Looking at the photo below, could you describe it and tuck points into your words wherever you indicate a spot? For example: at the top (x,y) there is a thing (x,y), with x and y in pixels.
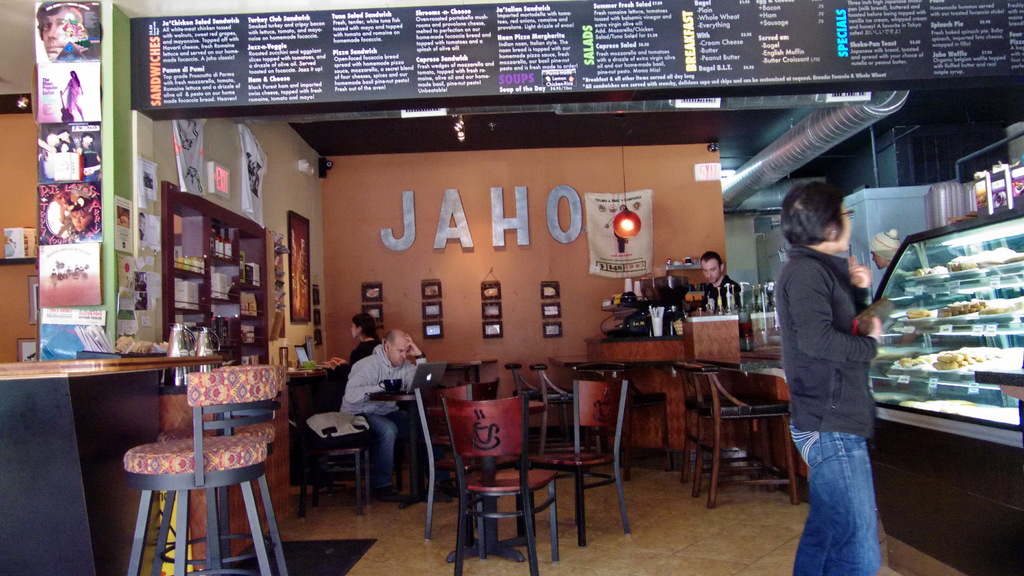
In this picture we can see four people (375,339) where two are sitting on chair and two are standing and in front of them there is table (390,397) and on table (413,416) we can see laptops (301,346), papers (99,346), bottles (720,303) and here we can see some items (946,306) in racks (967,284) and in background (377,175) we can see wall (510,201) with frames (375,314), cupboards (258,234), banners (199,170), menu board (187,100).
